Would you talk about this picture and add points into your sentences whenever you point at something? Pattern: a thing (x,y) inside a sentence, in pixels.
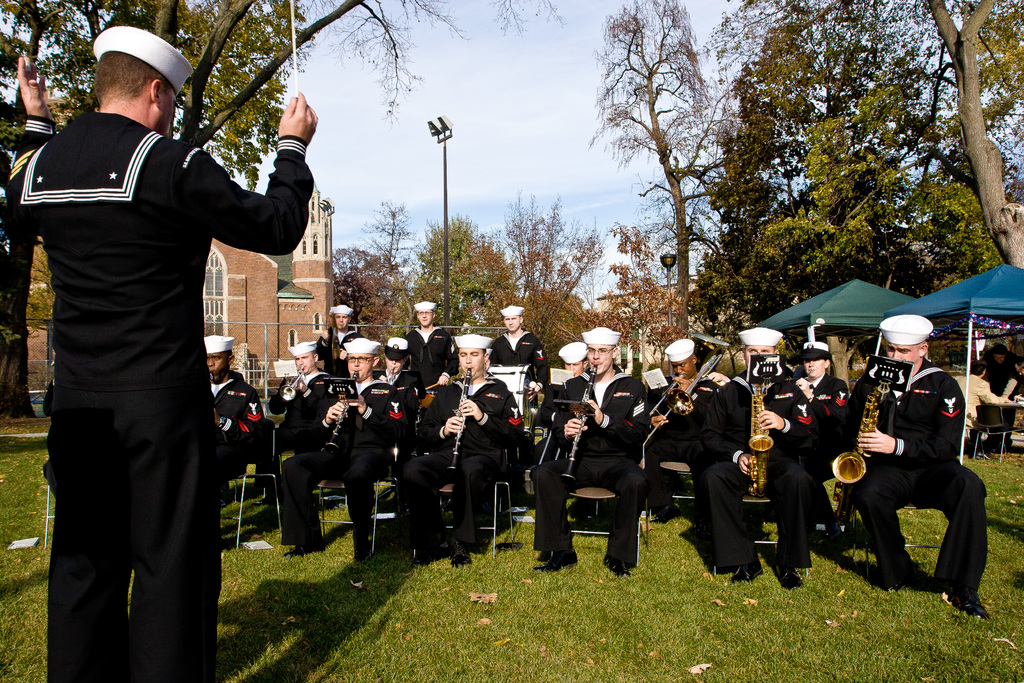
In this image we can see people (666,445) sitting on the chairs (394,449) by holding musical instruments (857,445) in their hands (883,438) and a person (220,196) standing on the ground (343,608). In the background (279,289) there are street poles (446,209), street lights (445,249), buildings (256,263), persons (976,399) sitting on the chairs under the parasols (972,328) and sky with clouds (583,135).
